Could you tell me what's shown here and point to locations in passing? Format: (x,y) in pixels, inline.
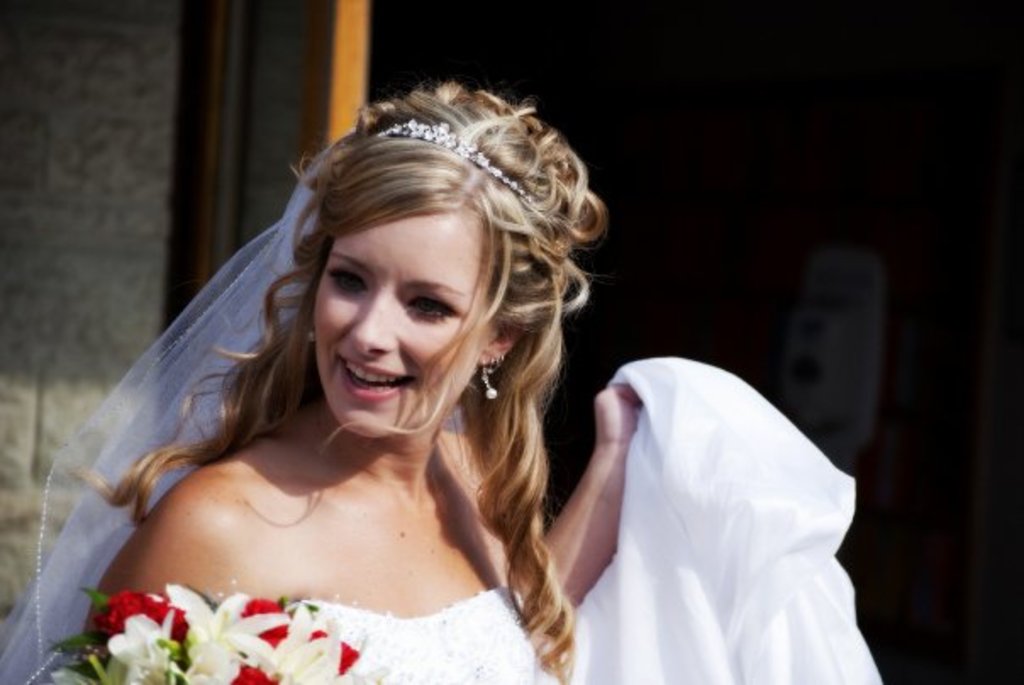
In this image, we can see a person (420,497) wearing clothes (677,530). In the background (151,151), image is blurred.
